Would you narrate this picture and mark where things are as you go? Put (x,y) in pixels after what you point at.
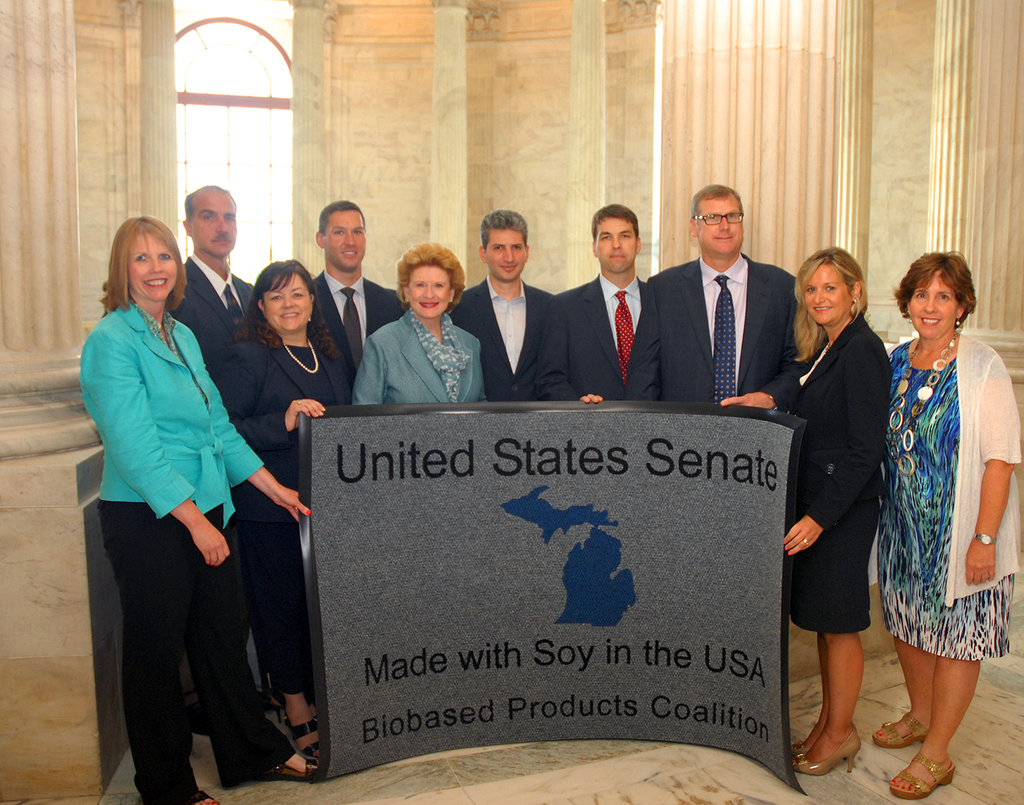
In this picture there is a group (150,417) of men and women (848,263) wearing a black color coats (649,330) and green dress (193,460), holding a grey color board (327,622) in the hand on which "United State" is written. Behind we can see a brown color arch design wall (378,135).
